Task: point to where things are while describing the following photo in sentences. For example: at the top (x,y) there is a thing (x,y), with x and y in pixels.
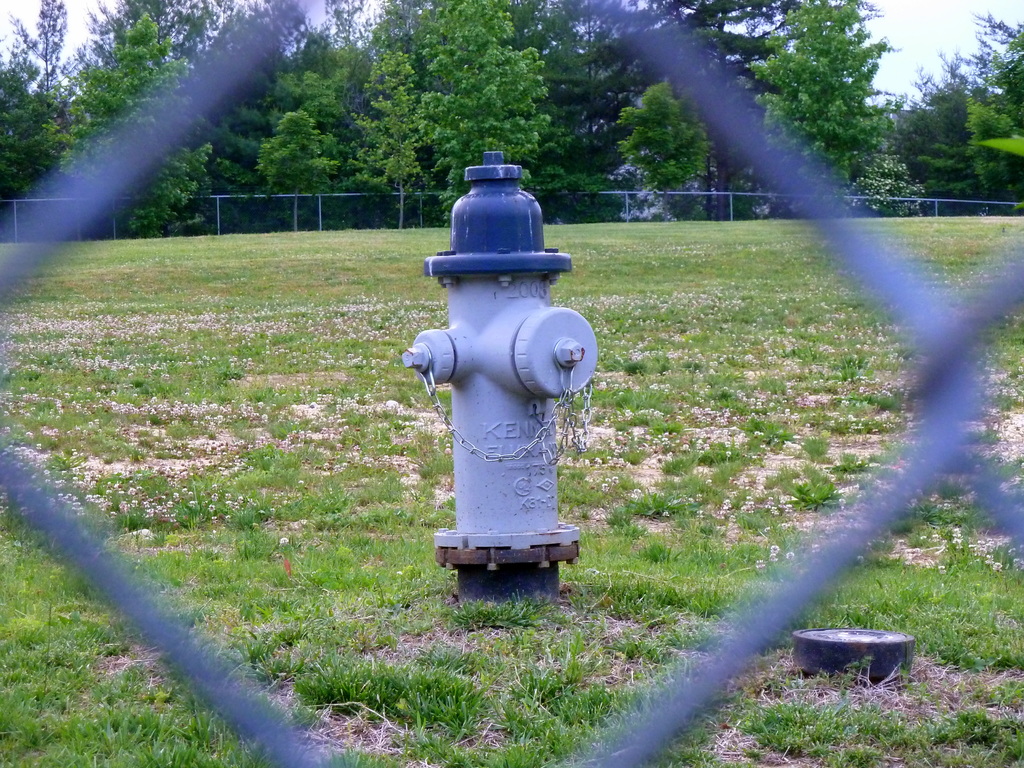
In this image in the center (523,337) there is one fire hydrant (458,338), and in the foreground (71,202) there is a fence (926,295). At the bottom (453,702) there is grass (731,428), in the background (547,190) there is a net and some trees (315,85).
